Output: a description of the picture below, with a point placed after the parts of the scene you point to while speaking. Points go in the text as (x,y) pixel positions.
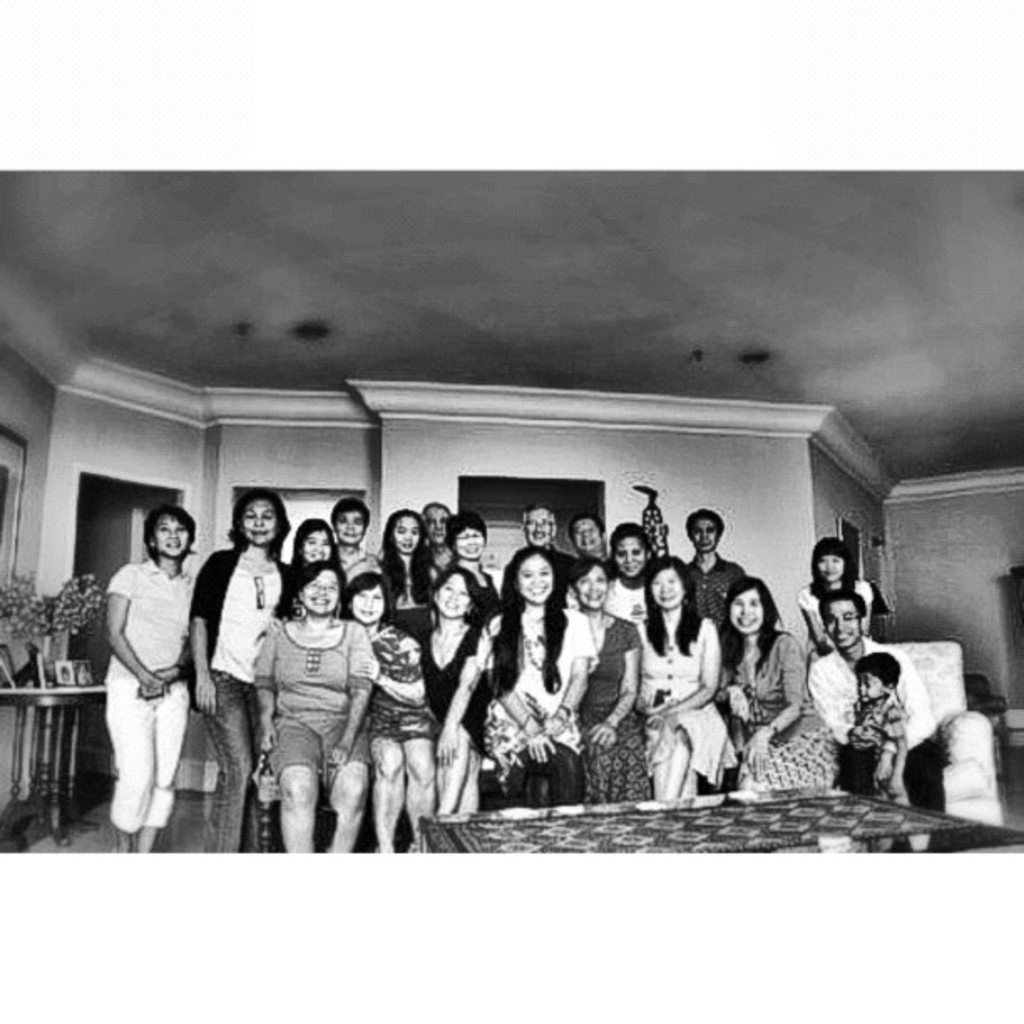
This is a black and white image. Here I can see few people (600,709) smiling and giving pose for the picture. Few people (365,677) are sitting and few people (217,639) are standing. At the bottom (599,807) there is a table (776,827). In the background (619,466) there is a wall (653,466). On the left side (35,675) there is a table (47,734) on which few objects (49,643) are placed.
